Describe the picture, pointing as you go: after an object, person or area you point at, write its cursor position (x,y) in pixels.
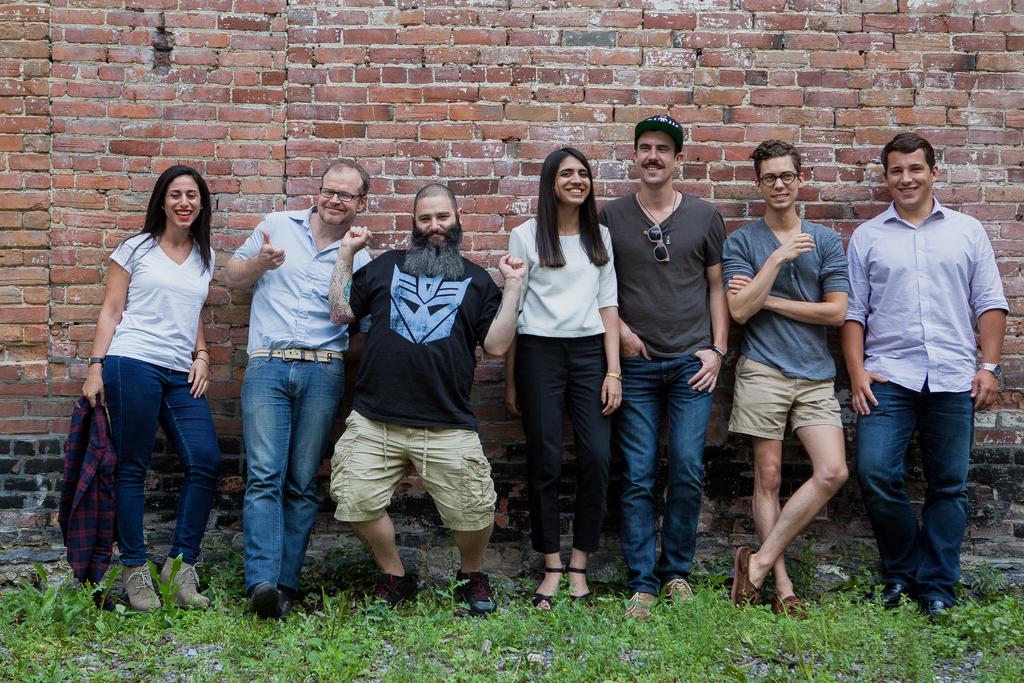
In this picture we can see a group of people (338,447) standing on the ground (858,612) and smiling, grass (712,632) and in the background (310,197) we can see wall (616,94).
